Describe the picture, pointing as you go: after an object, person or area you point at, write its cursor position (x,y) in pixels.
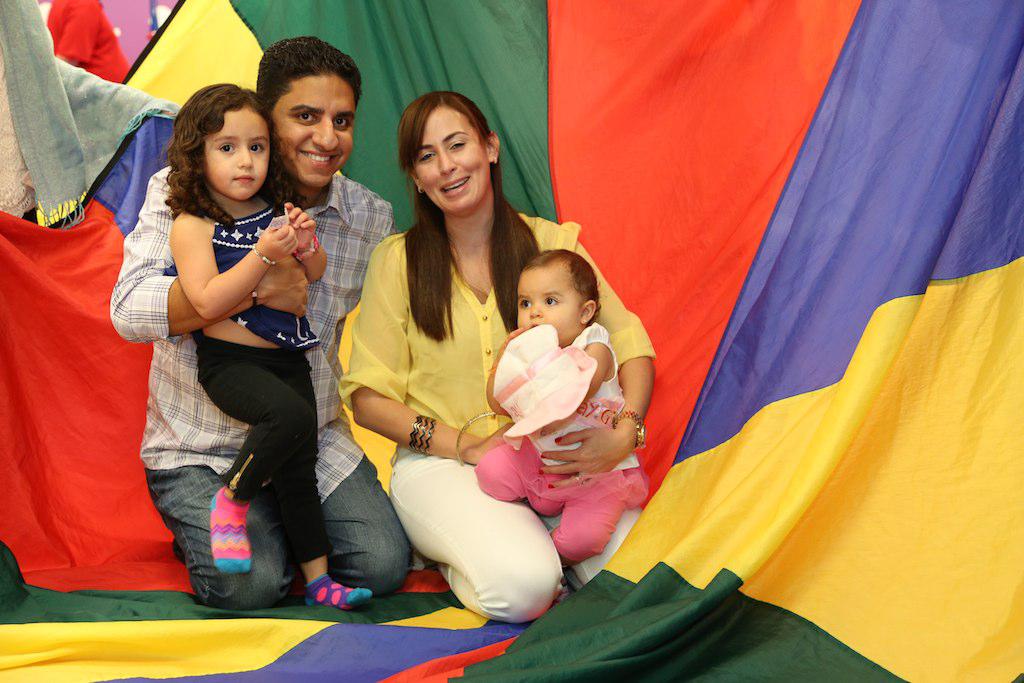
In this image there is one man (374,483) and one women (442,371) who are sitting on their knees (338,497), and they are holding babies (307,368). And in the background (767,113) there is curtain (260,54) and one person (102,61).
